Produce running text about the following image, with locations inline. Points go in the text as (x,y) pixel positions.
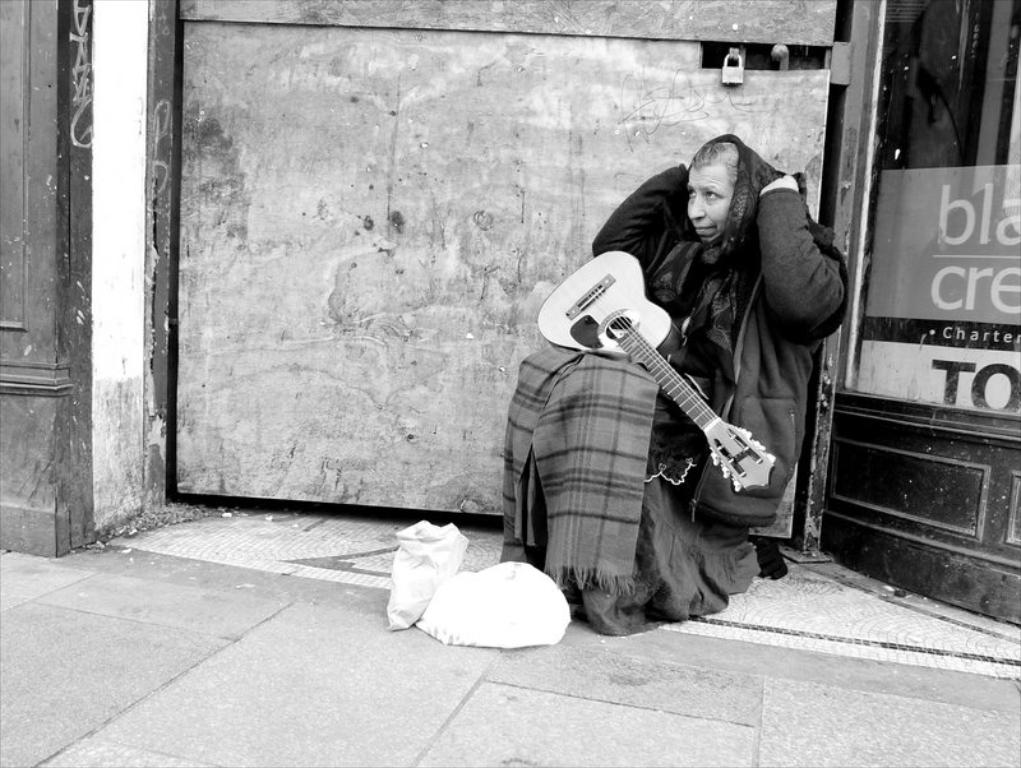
In the middle (668,418) there is a woman (669,414) she is staring at something she wear a jacket (795,286), on her lap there is a guitar (671,379) in front of her there are two bags (457,594). In the background (903,228) there is a glass (925,85) and poster (945,286) with text (963,236) and a lock (737,82).
